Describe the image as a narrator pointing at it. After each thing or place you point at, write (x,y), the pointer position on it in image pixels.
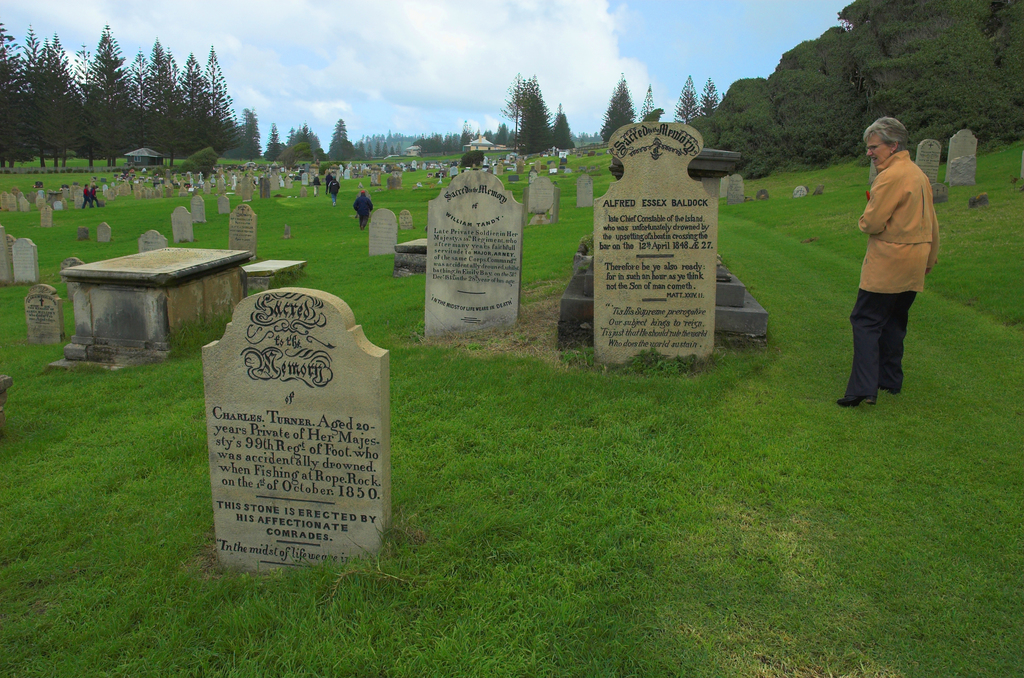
In this image I can see few cemeteries (592,283). In front (886,252) I can see the person (882,218) and the person (882,218) is wearing brown and black color dress (880,287) and I can see few trees (111,71) in green color and the sky (588,35) is in blue and white color.
